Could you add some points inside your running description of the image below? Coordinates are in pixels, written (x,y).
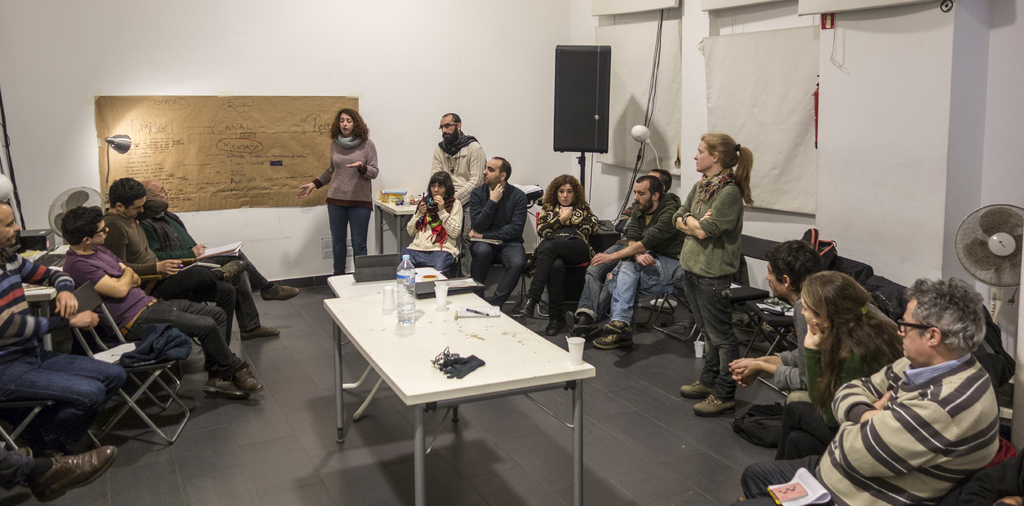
In the middle of the image (351,233) a woman (367,186) is standing. In the middle of the Image (447,295) there is a table (454,341), On the table (483,369) there is a glove (448,369), water bottle (404,311), cup (390,304), paper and pen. In the middle of the image (499,216) few people (411,222) are sitting. Bottom right side of the image (740,376) three people (780,269) are sitting and watching. In the middle of the image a woman (722,379) standing and watching. Bottom left side of the image (233,357) four people (10,238) sitting and watching. Top left side of the image (275,84) there is a wall (291,37), On the wall (13,12) there is a banner (237,104). In the middle of the image (583,187) there is a speaker (595,103). Behind the speaker (600,70) there is a curtain (719,95). Top right side of the image (949,29) there is a wall (939,65).
